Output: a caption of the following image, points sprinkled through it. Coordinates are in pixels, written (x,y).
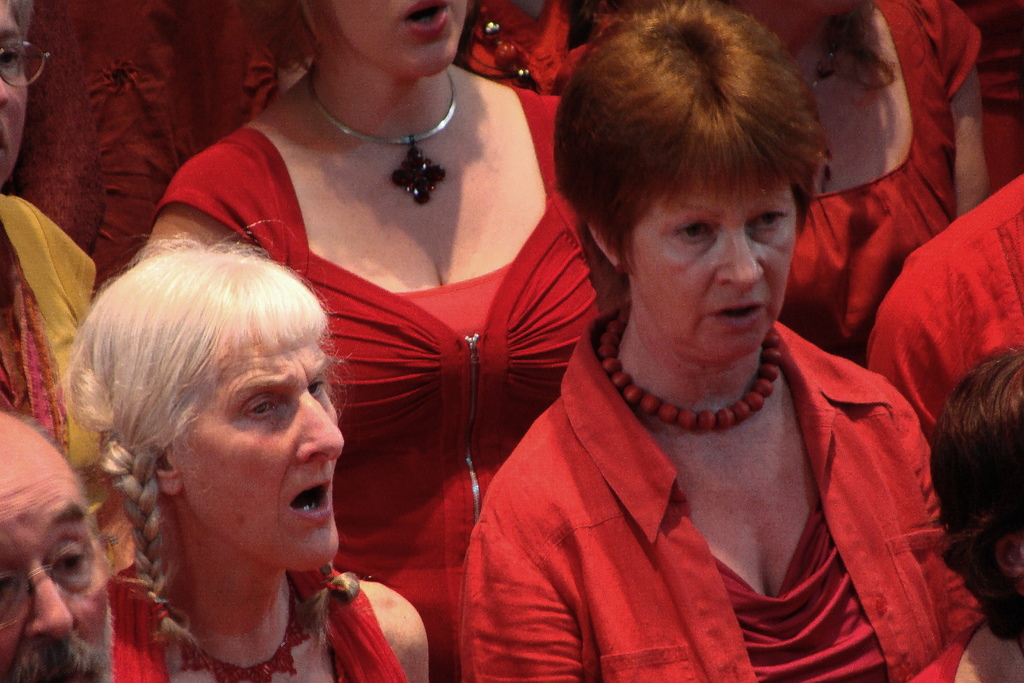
In this image I can see a group of people (293,387) in red color clothes (579,460). This image is taken may be in a hall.
